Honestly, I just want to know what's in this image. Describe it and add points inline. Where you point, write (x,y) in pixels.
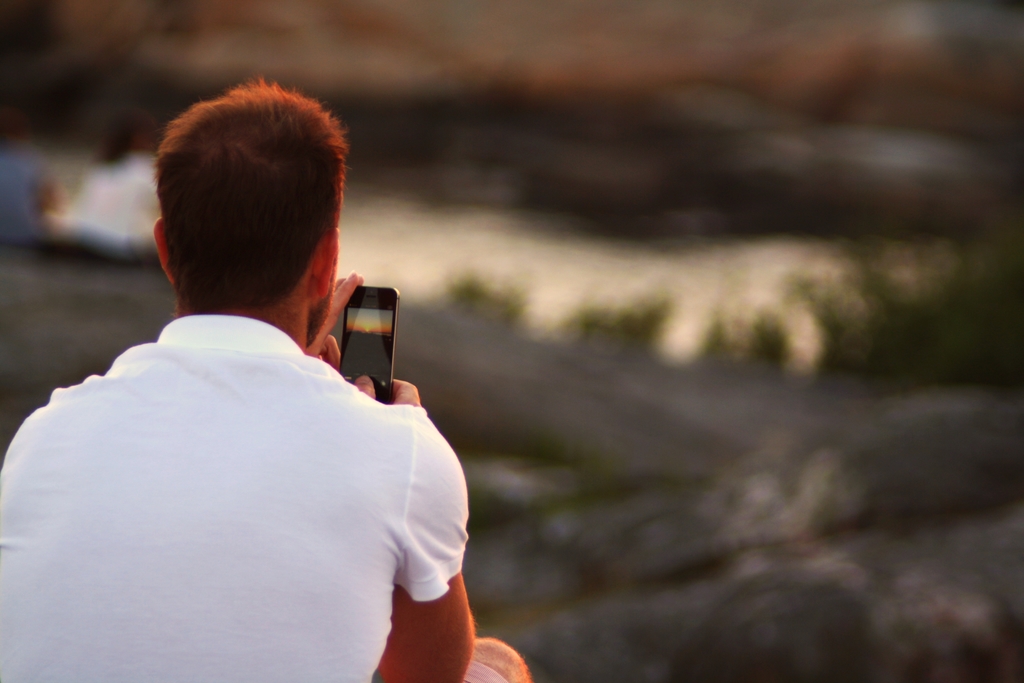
In this picture we can see a man (270,351) holding a phone (383,371) in his hand (411,391). Background (455,382) is blurry.
